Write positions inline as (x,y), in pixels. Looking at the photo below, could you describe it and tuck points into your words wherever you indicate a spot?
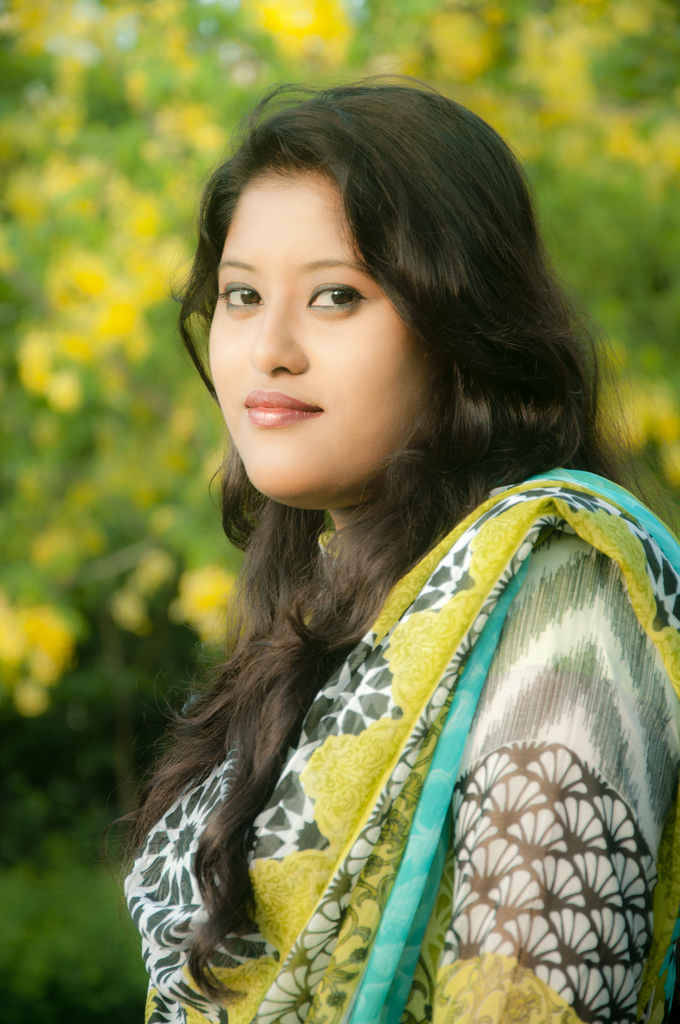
In this image I see a woman (328,364) who is wearing colorful dress (405,750) and I see that it is totally yellow and green in the background (222,426).
